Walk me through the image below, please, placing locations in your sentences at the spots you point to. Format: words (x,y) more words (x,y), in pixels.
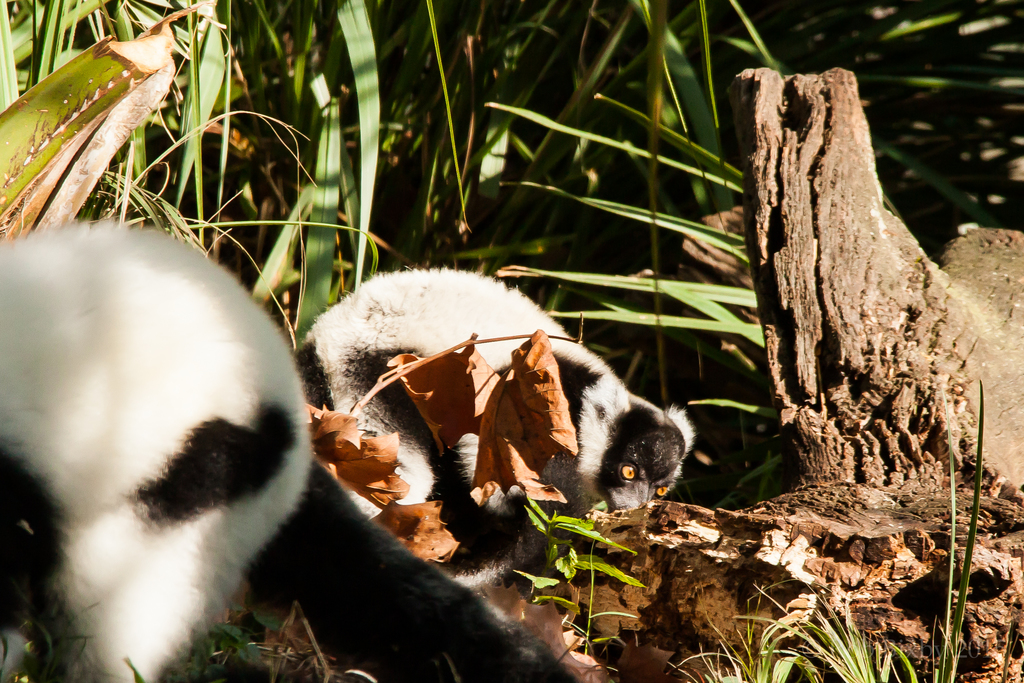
In this image we can see there are animals (405,418) on the ground (383,674) and at the back (471,187) there are plants (545,103) and tree trunk (830,463).
